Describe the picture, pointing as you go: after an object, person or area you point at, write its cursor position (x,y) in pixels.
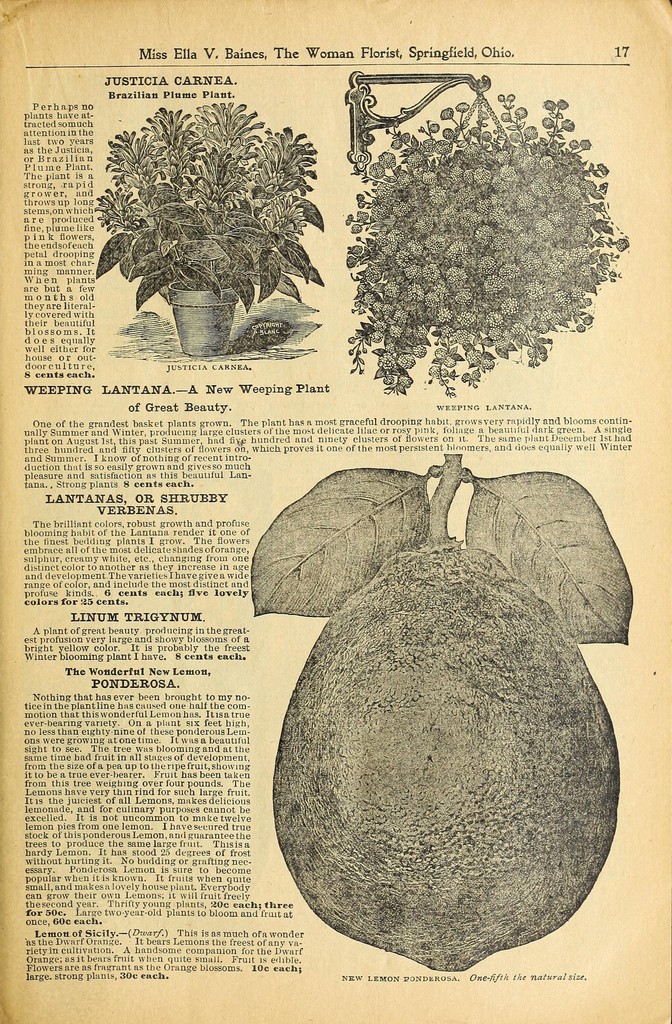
In the picture I can see a plant pot (206,170) at the top of the image (293,211) and a fruit (396,786) at the bottom of the image (398,840). I can see the text (131,476) in the paper (213,598).
